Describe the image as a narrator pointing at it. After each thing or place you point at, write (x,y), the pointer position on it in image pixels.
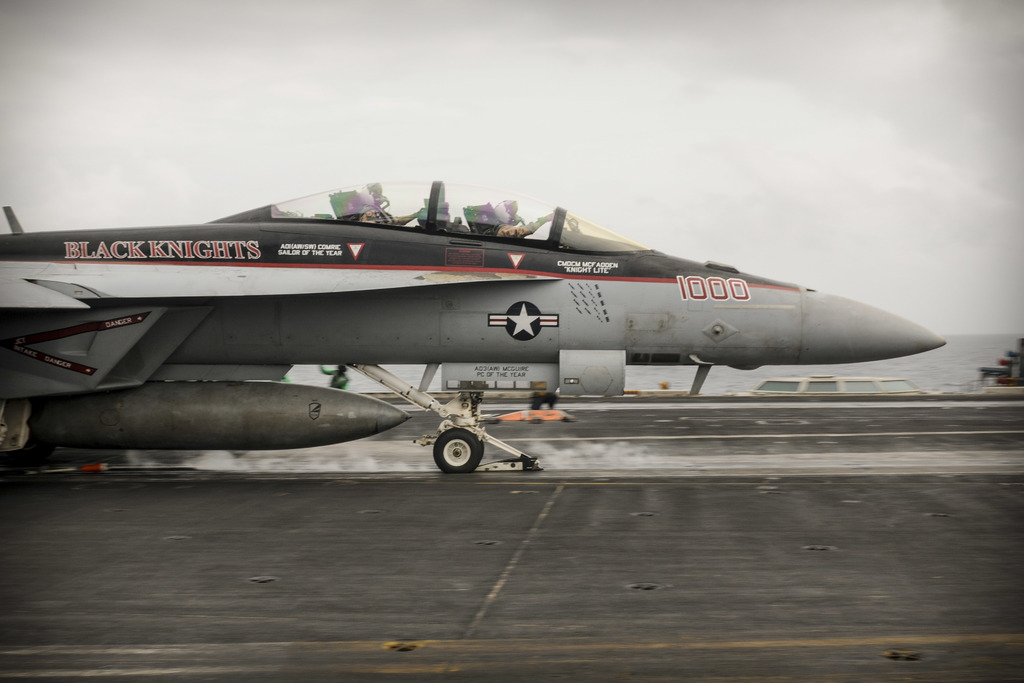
Here we can see a plane (242,363) with two persons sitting in it on the deck (199,519) and there is smoke (408,460) at the tire (450,461). In the background (876,384) there is a person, an object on the deck (370,476) and a boat (837,382) in the water (928,383) and clouds (490,95) in the sky (513,66).
